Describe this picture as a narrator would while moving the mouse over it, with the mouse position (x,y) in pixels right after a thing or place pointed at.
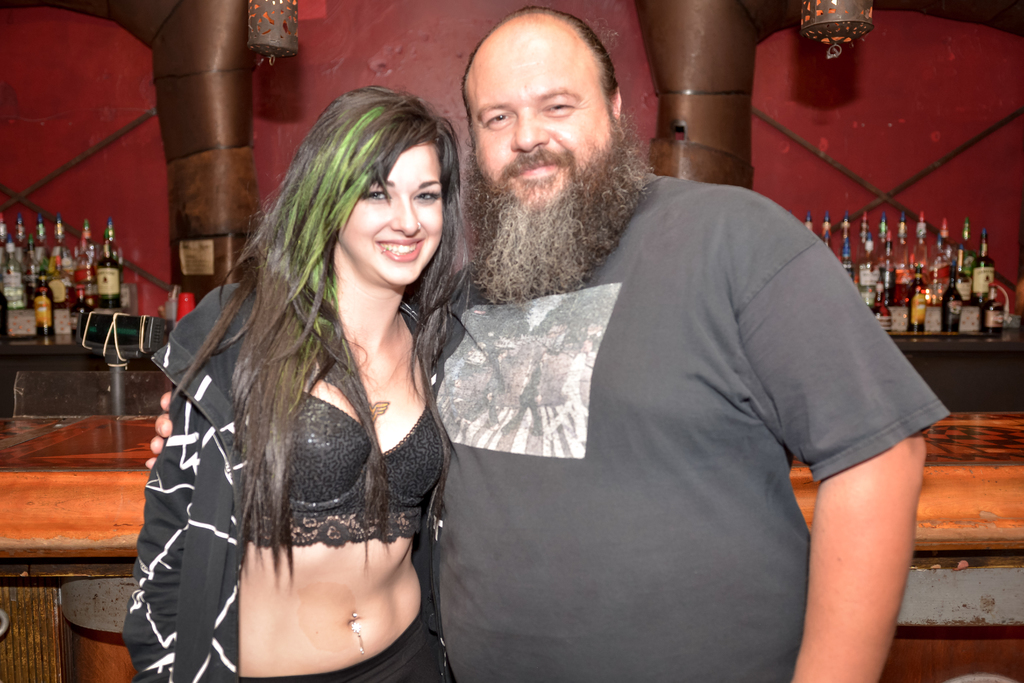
In this picture we can see a man (491,523) and a woman (360,232) standing and smiling and in the background (13,299) we can see bottles (13,281), wall (144,247).
